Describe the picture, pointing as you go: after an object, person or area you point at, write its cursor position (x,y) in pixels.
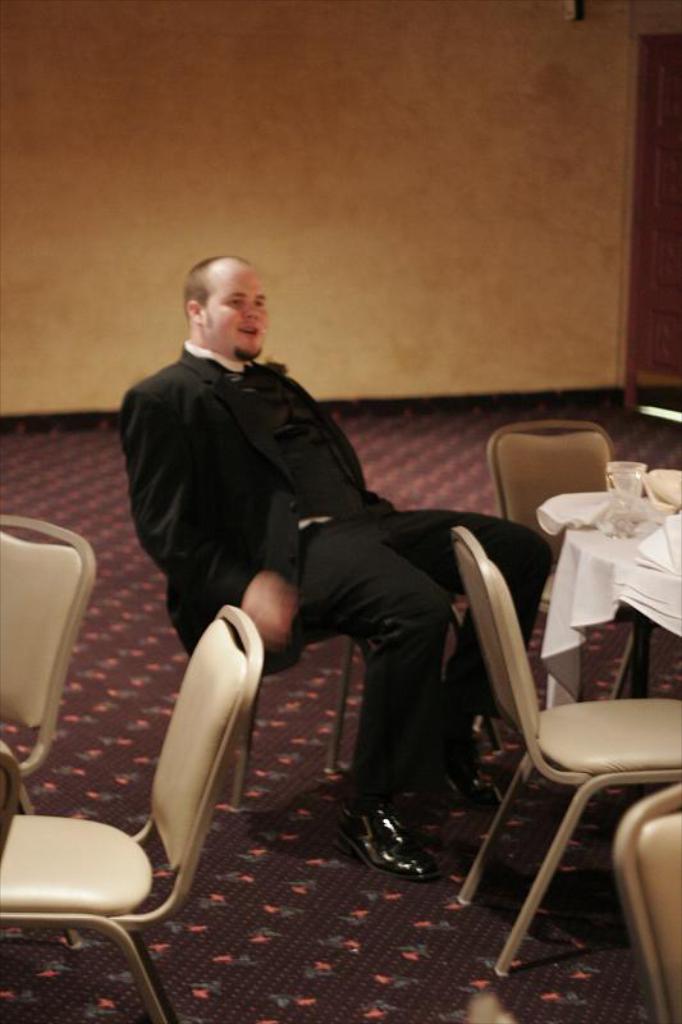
In this image I see a man (385,509) who is sitting and there are 5 chairs (670,768) over here and there is a table (627,597) and few things (674,494) on it. In the background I see the wall (627,220).
